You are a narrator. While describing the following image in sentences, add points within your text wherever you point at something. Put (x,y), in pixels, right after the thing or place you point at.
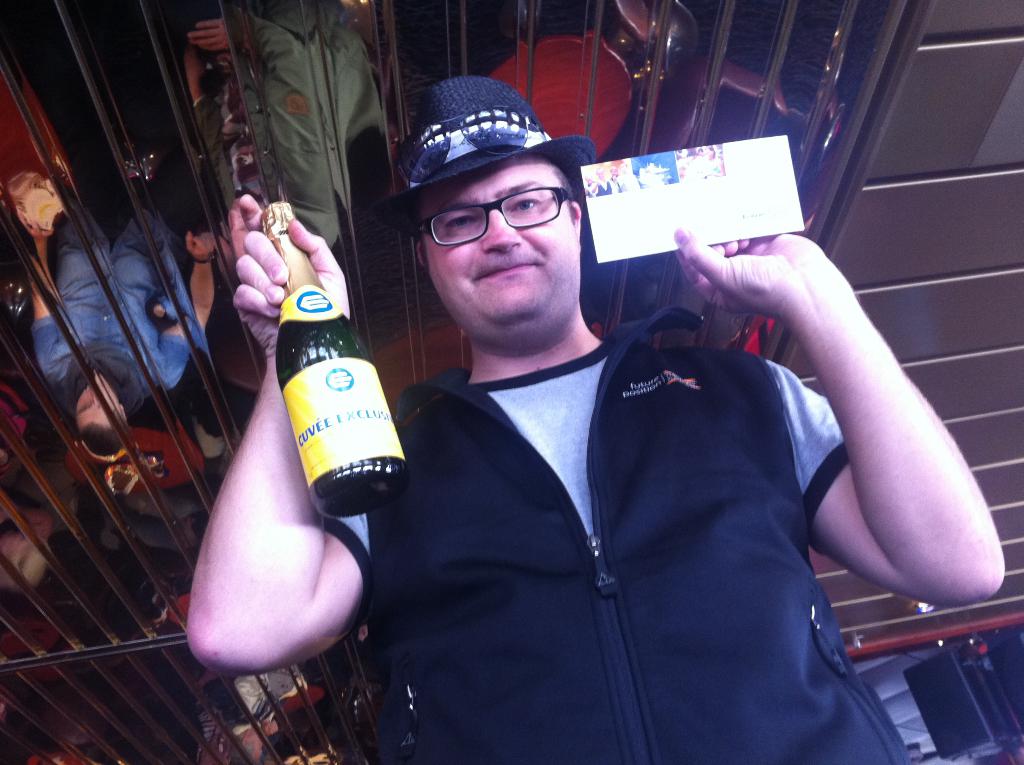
This image consists of a man (516,526) who is wearing black color jacket (690,567). He is also wearing specs (559,197) and hat (568,151). He has a bottle (323,405) in one hand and a card (759,209) in another hand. There is a light (942,643) in the bottom right corner (923,603).
